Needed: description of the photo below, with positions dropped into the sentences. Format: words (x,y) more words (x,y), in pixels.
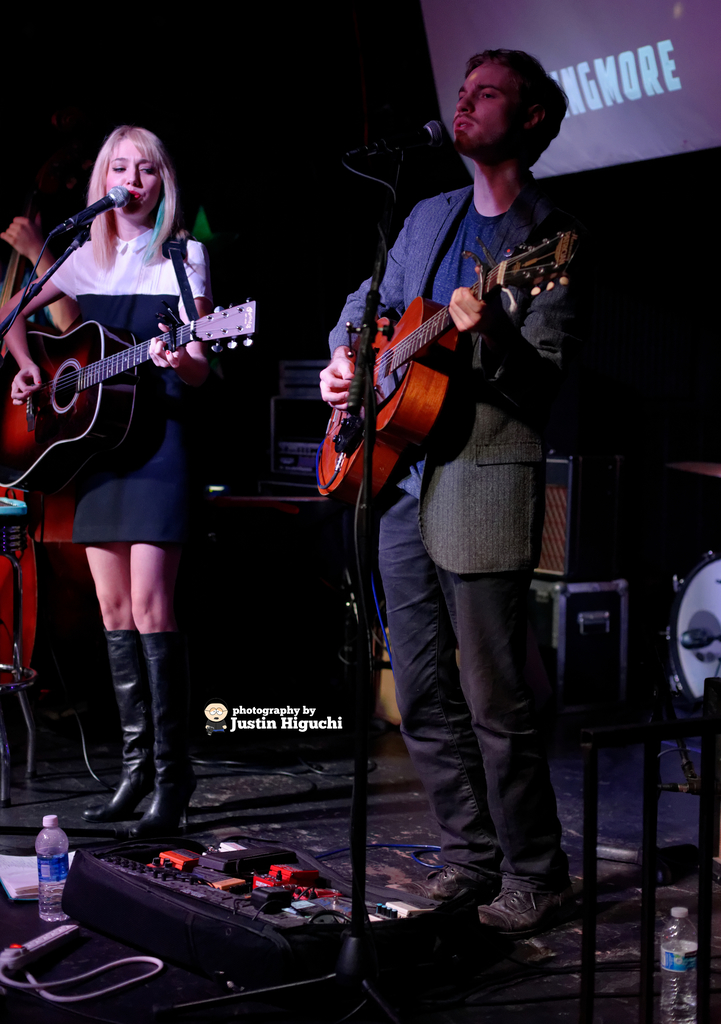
In this picture we can see man (480,594) and woman (106,577) holding guitars (89,392) in their hands (152,355) and playing it and singing on mics (69,226) they are standing on stage (404,848) with bottle (51,846), books (21,872), speakers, drums (698,614) on it.
